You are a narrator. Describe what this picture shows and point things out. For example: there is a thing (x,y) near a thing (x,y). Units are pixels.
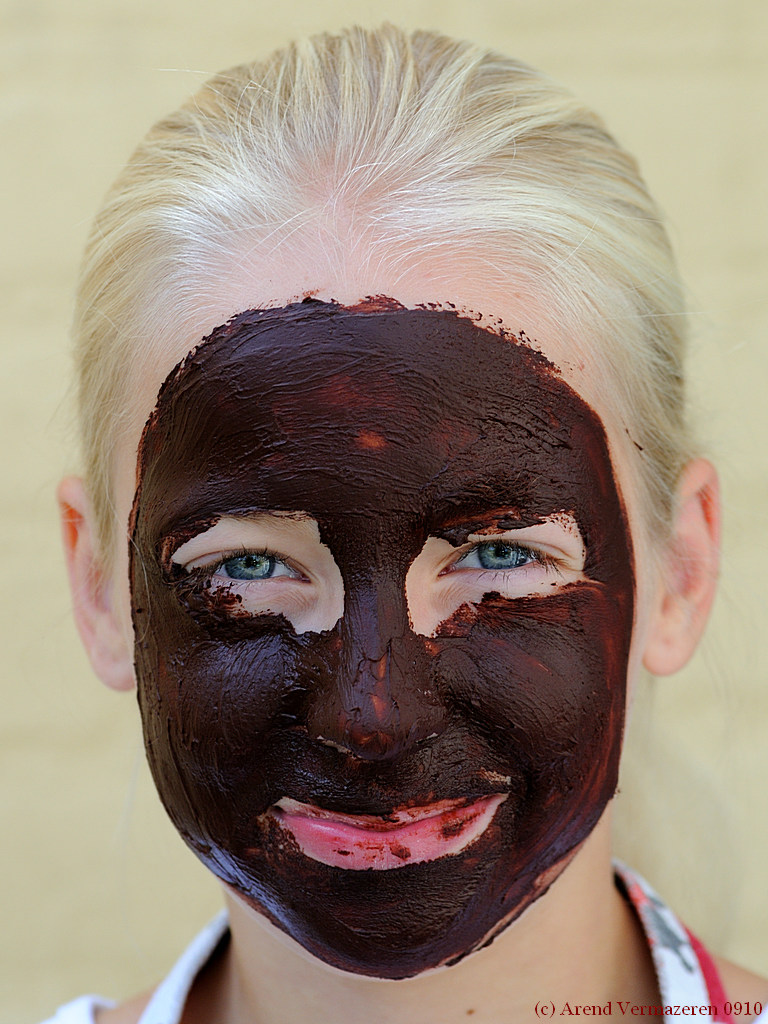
In this image I see a person (555,265) who is smiling and I see the face mask (334,348) on the face (320,548) which is of brown in color and I see it is cream color in the background (37,6).
